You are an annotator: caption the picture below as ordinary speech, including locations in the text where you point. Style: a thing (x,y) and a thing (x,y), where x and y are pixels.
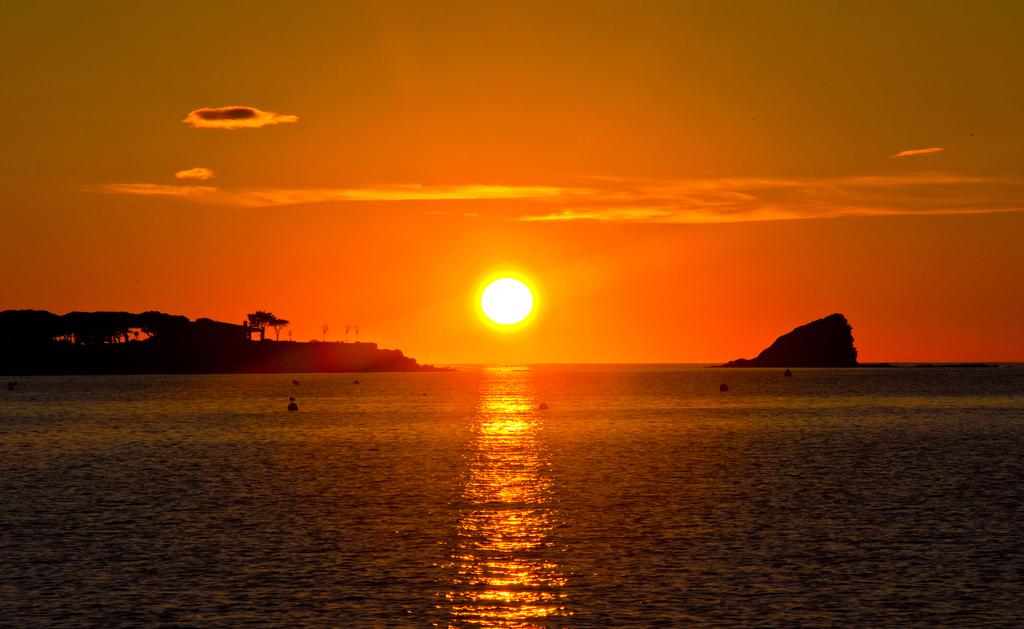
In this image we can see an ocean (760,443). Background of the image (18,319), trees (24,336) are there. We can see sun (496,300) in the sky (497,198).
